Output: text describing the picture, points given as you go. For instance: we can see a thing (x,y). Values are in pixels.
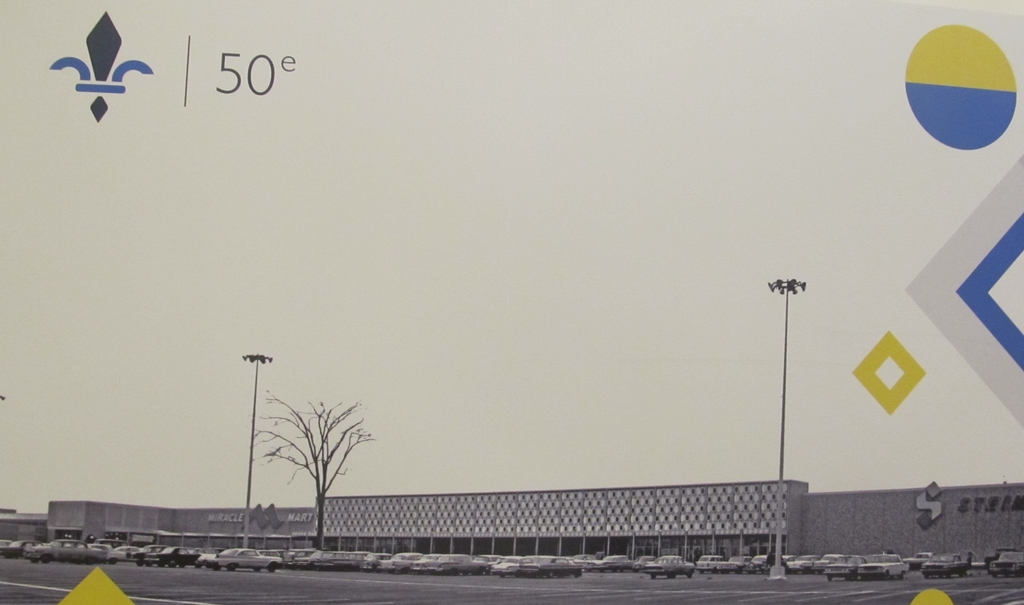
At the bottom of the picture (648,495) we can see cars (522,556), building (333,525), street light (264,360), tree (305,471), road (650,604) and other objects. At the top (405,170) there is sky (765,155). On the right (943,309) there are some designs (948,130). On the left (273,91) we can see number (229,70) and a design (103,75). The picture looks like a poster.
